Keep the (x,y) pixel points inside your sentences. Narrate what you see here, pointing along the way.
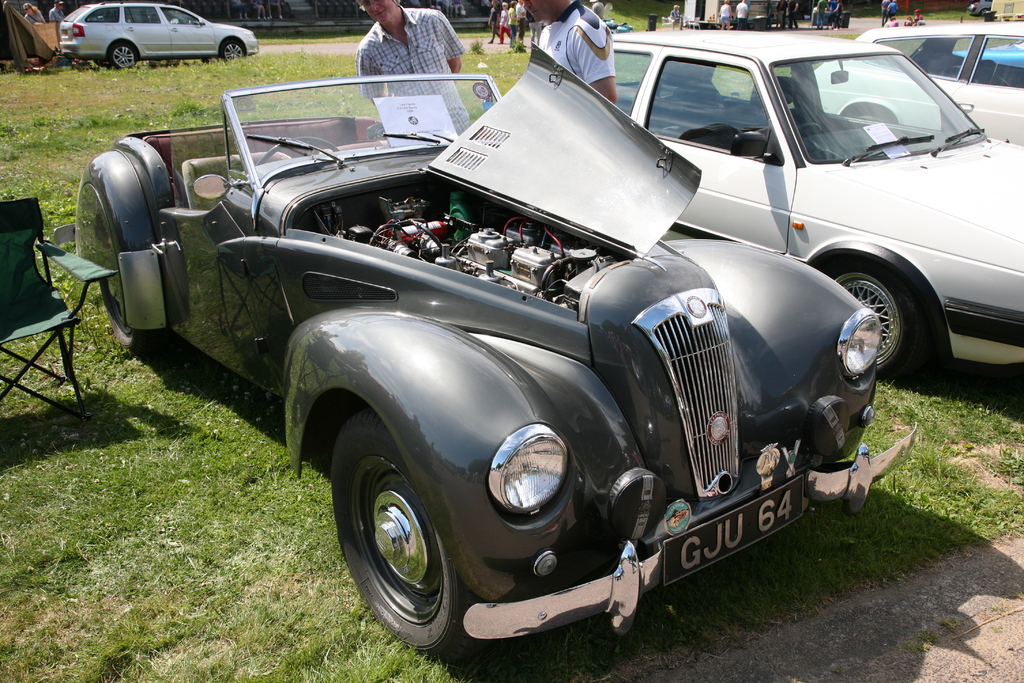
In this picture I can see there is a car (479,246), the engine (500,236) of the car (507,245) is visible and there are two persons (382,38) standing here and there is a chair (44,306) into left and there is grass (143,527) on the floor (999,552). There are few other cars (844,148) on to right (832,194) and in the backdrop (121,46), there are few people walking and there is another car (125,31) here.
